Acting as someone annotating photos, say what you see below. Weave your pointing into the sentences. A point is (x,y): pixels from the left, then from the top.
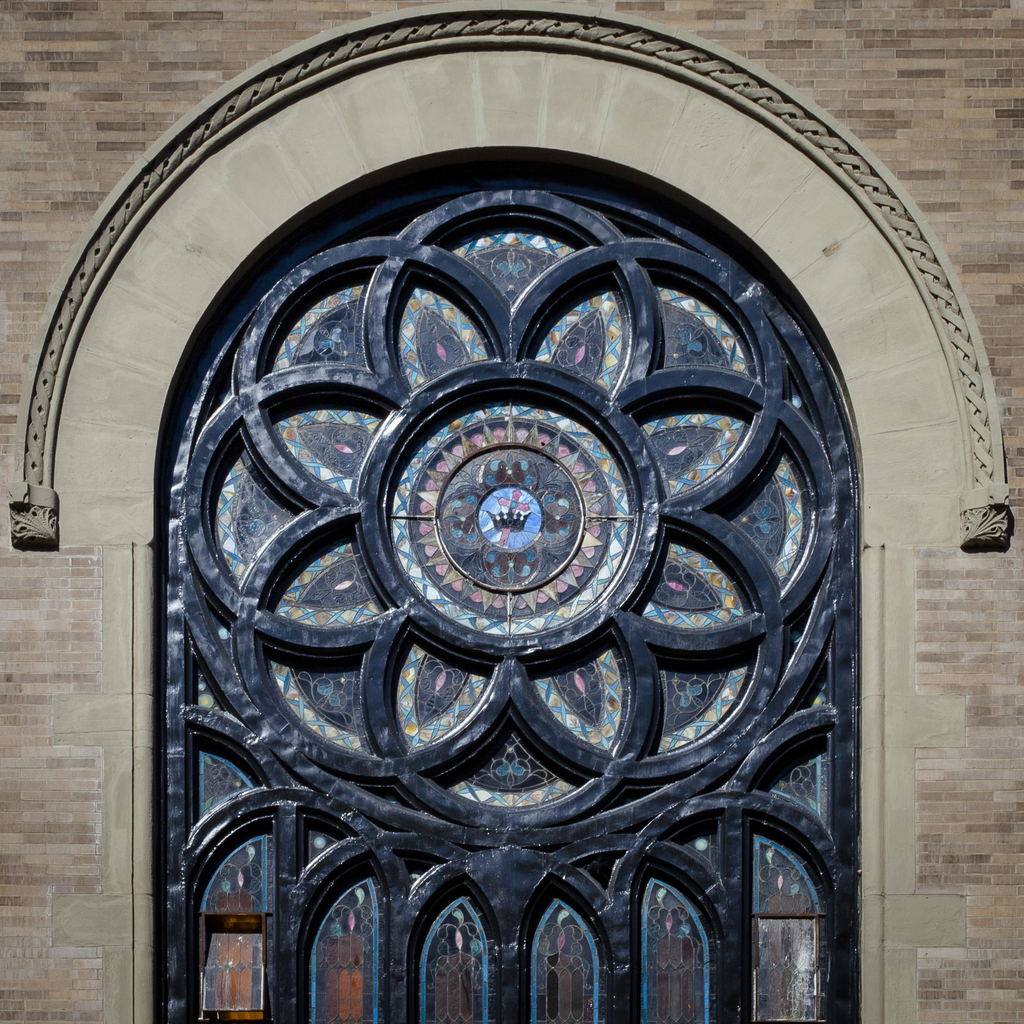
In this image I can see the wall (814,60) and in the centre of it I can see number of glasses (339,337) and designs (575,279) on it.
